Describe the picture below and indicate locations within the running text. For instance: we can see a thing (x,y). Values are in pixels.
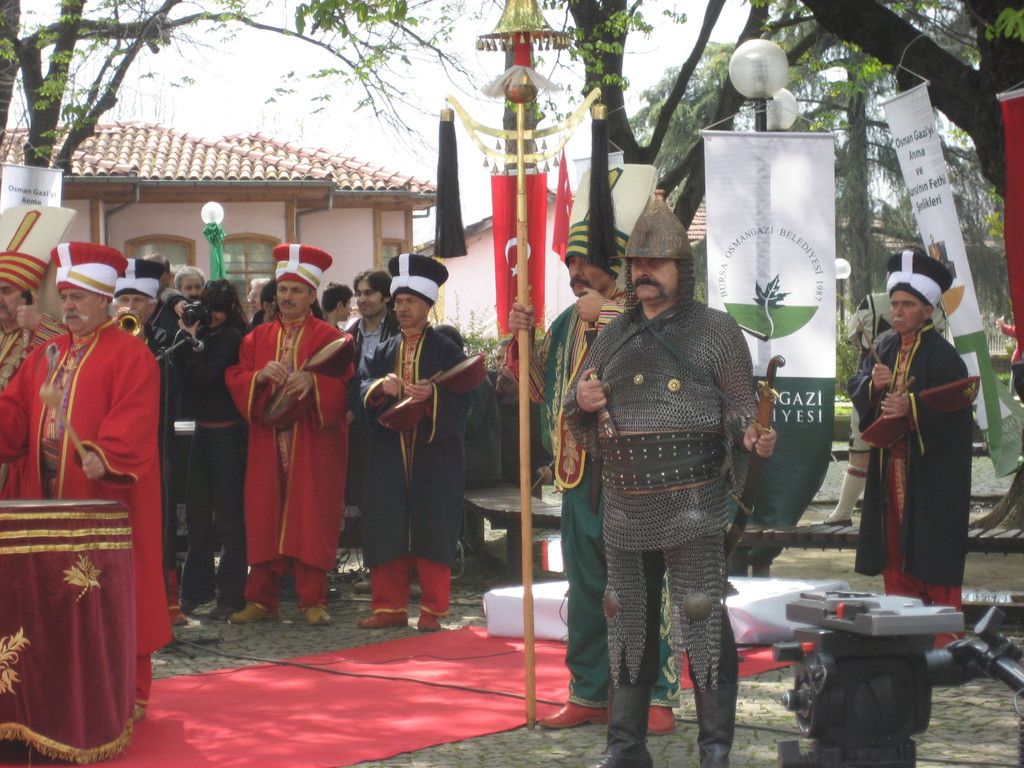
In this picture there are group of people (431,397) standing and holding the musical instruments (271,411) and there is a person (675,343) standing and holding the sword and there is a another person (650,716) standing and holding the object (456,251). At the back (225,360) there is a person (197,385) standing and holding the camera (204,319). On the left side of the image (10,555) there is a drum (3,572). On the right side of the image (774,285) there are banners (780,202) and there are objects (858,732). At the back (497,312) there are buildings (547,303) and trees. At the top (370,111) there is sky (400,111). At the bottom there is a red carpet (263,682) and there are wires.
